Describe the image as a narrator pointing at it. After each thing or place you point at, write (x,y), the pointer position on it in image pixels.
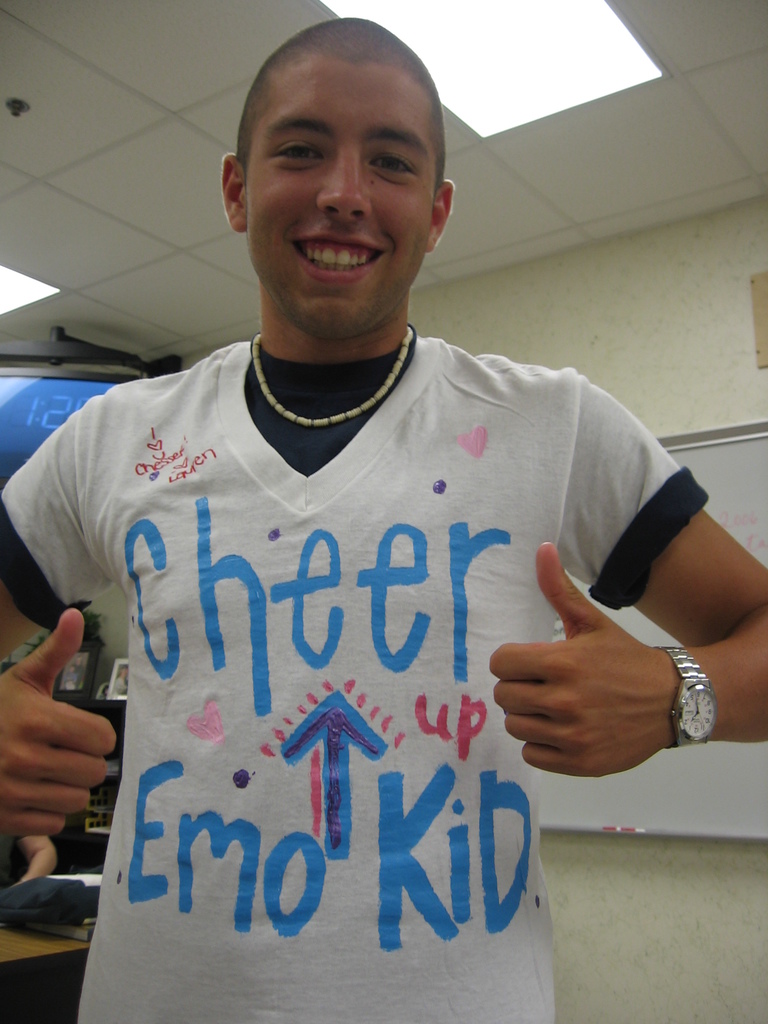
In this image there is a man (552,691) standing, in the background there is a wall (712,331), at the top (120,238) there is a ceiling (95,18) and light (457,22).
